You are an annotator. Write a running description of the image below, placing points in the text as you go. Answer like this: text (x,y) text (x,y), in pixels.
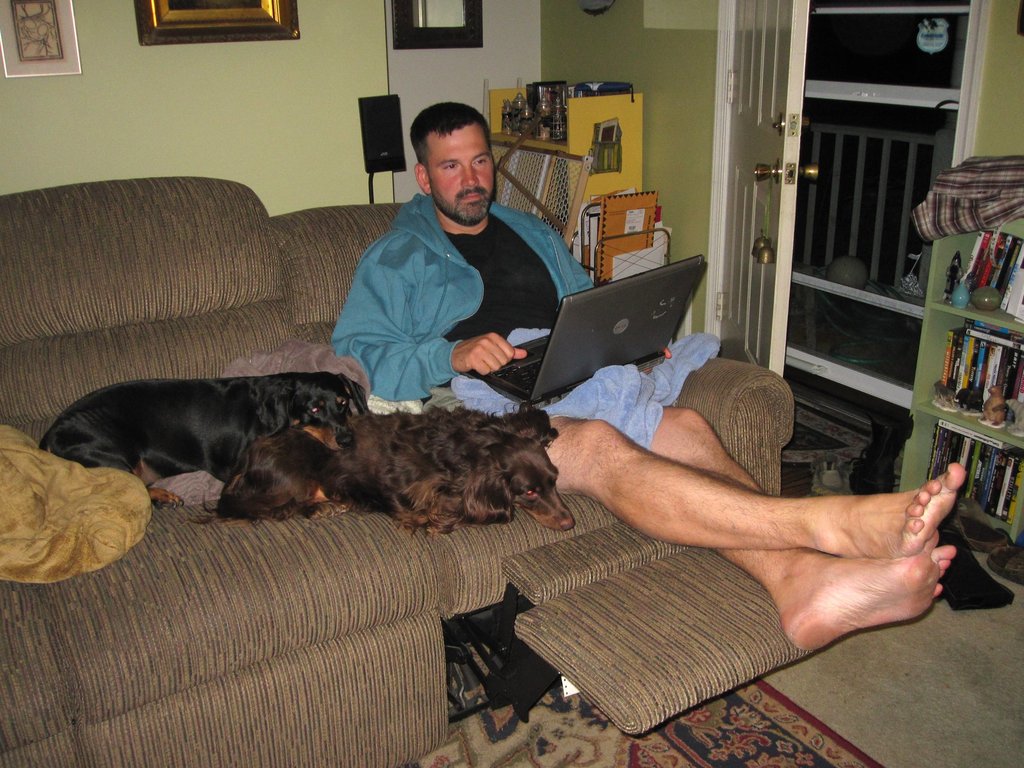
In this picture we can see a person (471,280), dogs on a sofa (236,285) on the floor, here we can see a laptop (671,303), shelves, books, cupboard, floor mat (829,433), clothes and some objects (625,89) and in the background (685,134) we can see photo frames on the wall (666,114).
